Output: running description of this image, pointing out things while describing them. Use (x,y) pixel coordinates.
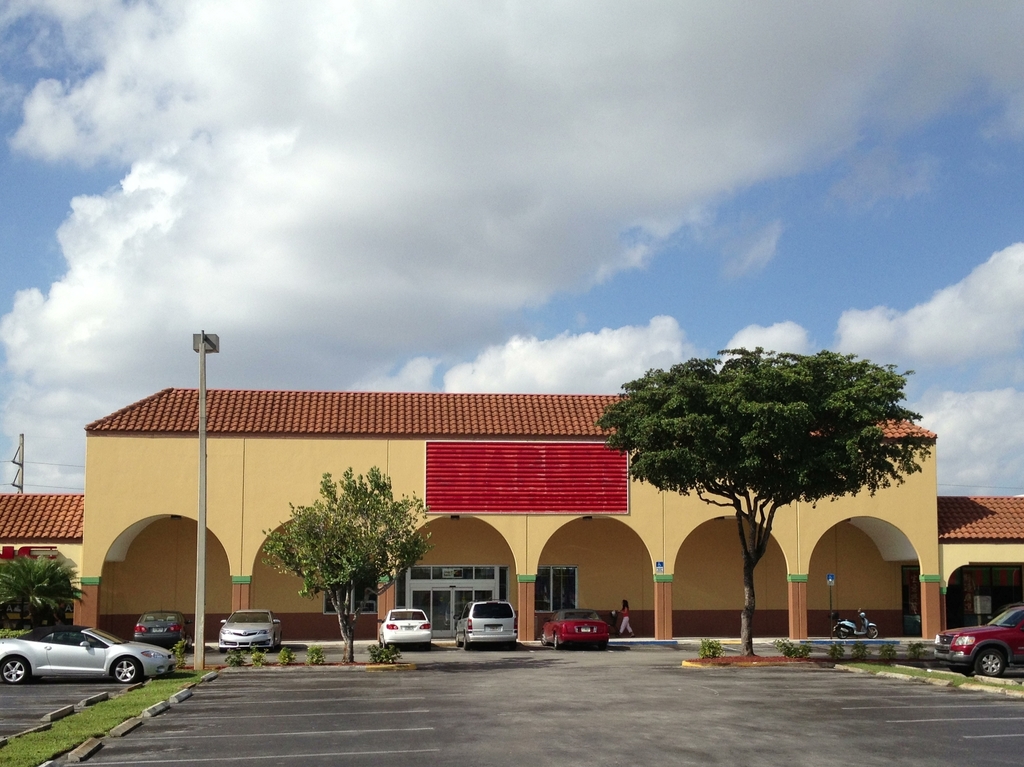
There is a building (467,507) and there are few vehicles (245,622) parked in front of it and there are trees (341,556) in front of it.
